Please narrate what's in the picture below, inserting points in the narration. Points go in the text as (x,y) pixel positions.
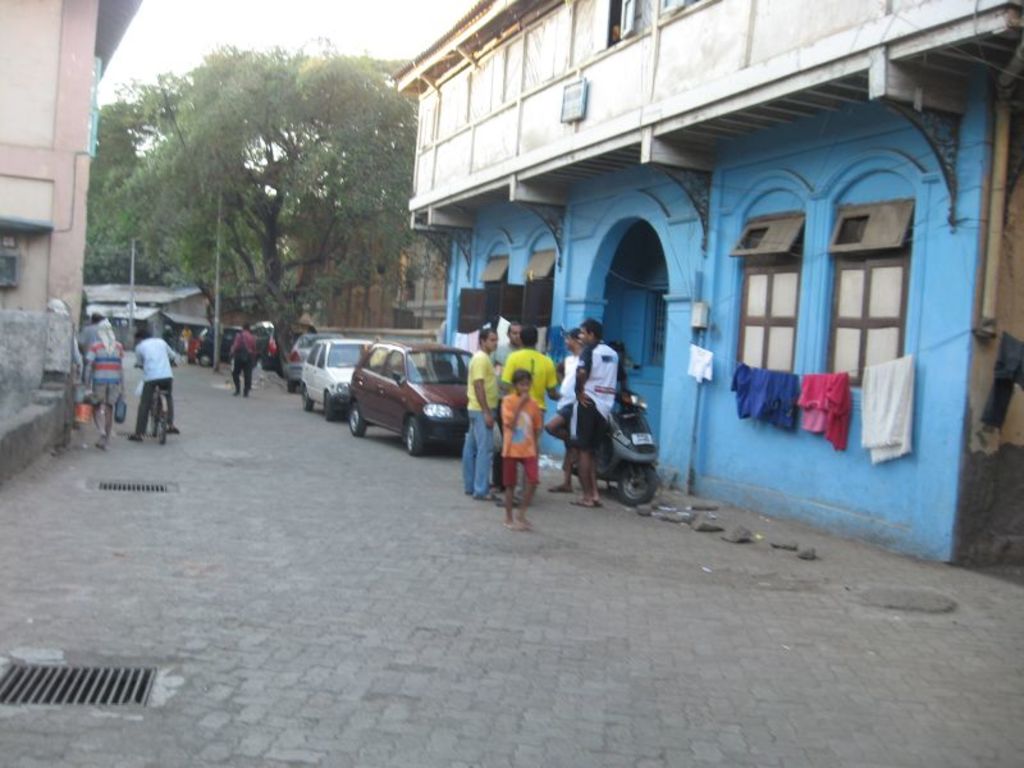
On the left side (109,686), there are manholes (163,487) on the road (361,539) on which there are persons (97,341) and vehicles (291,361) parked aside. On both sides of this road (265,409), there are buildings (560,178). In the background (392,232), there are trees (305,56) and there is sky (320,35).
